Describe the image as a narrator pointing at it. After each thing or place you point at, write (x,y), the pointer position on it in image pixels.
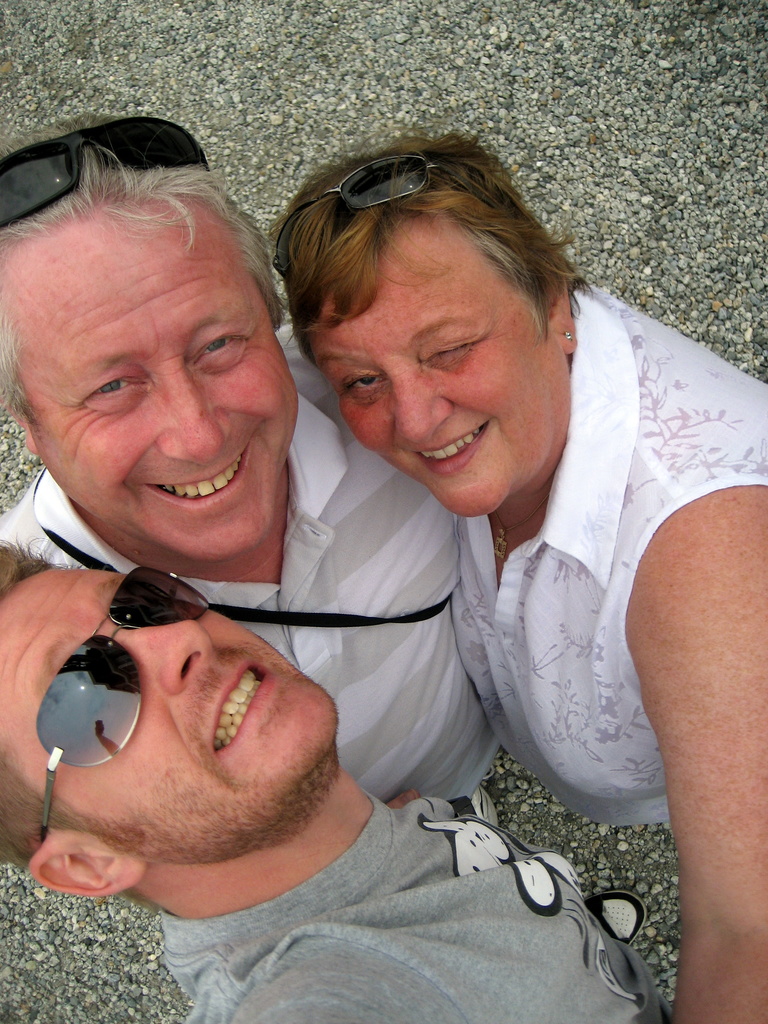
In this picture there are three people (183,506) standing and smiling and we can see stones (543,96).
